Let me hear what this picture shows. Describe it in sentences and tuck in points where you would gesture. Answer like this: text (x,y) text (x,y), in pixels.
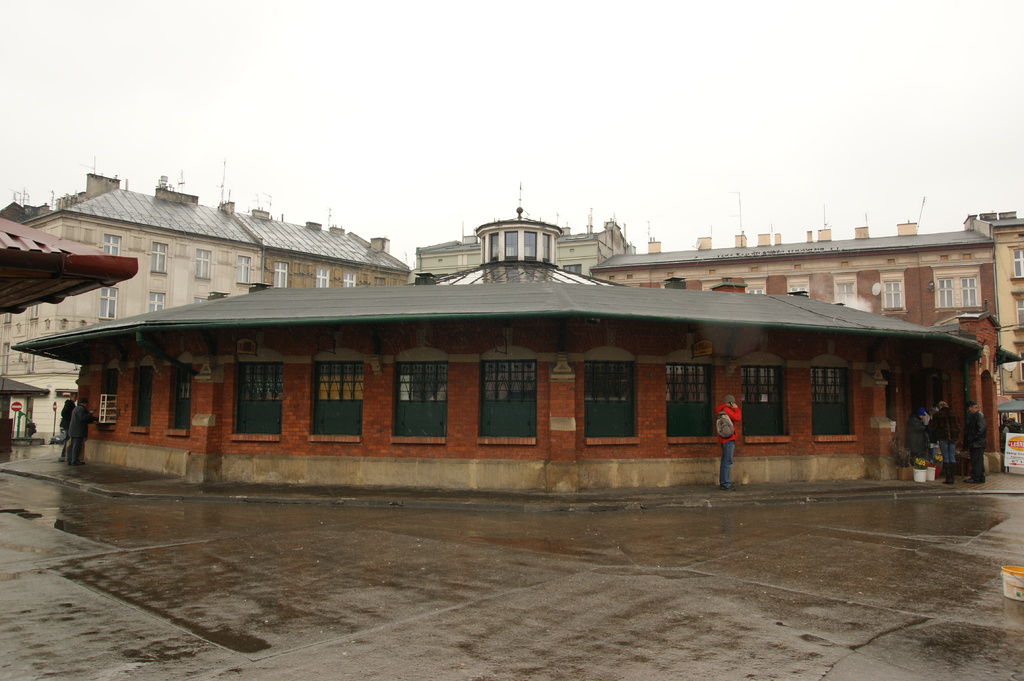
In this image we can see some buildings (415,334) with windows (512,425). We can also see the sign boards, some people (79,422) standing on the ground (638,642) and the sky (479,99).
